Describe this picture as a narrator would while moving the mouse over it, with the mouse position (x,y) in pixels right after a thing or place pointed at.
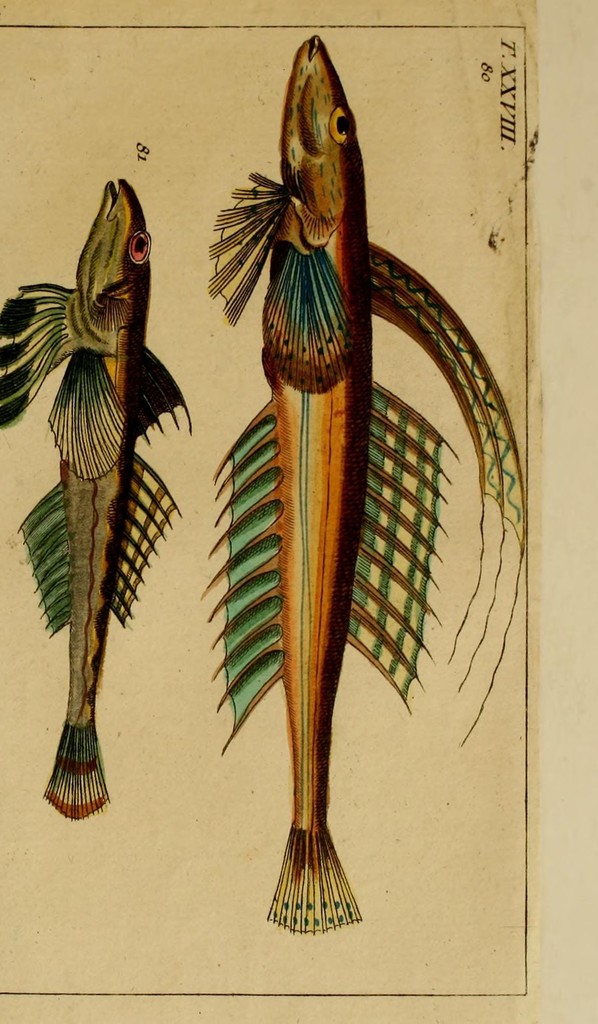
In this image, we can see a poster (372,750). Here there are two fishes (347,441), some text (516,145) and numerical numbers (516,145).
